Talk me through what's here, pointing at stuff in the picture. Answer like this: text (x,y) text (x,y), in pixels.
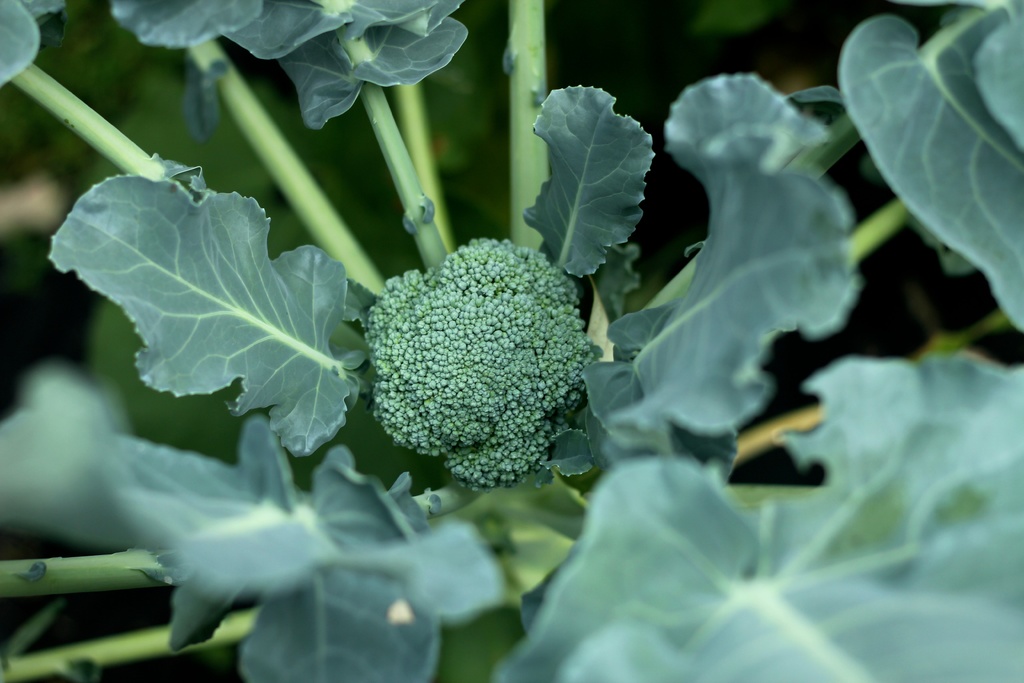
In this picture there is a green color flower (517,365) on the plant (616,529).
